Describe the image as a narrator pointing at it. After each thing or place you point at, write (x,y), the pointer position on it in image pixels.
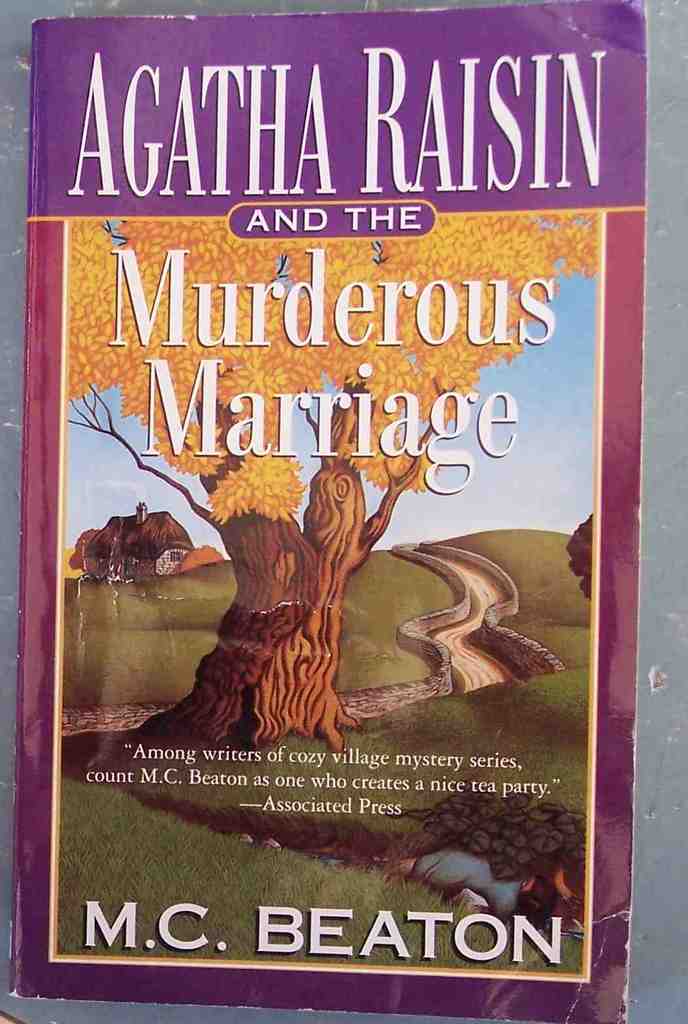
In the picture I can see a book (157,351) and on the book cover (161,450) I can see some text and images (278,615) of a tree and houses (99,570).
